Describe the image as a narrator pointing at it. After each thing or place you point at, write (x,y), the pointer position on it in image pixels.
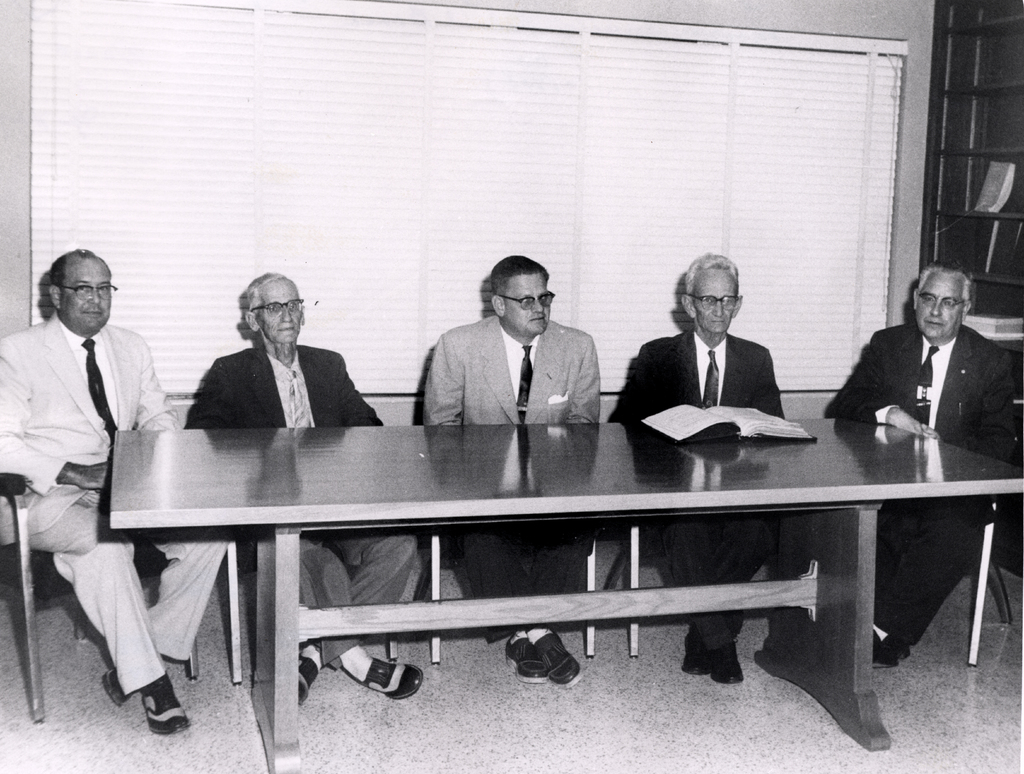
In this image there are group of persons (550,402) who are sitting on the chairs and in front of them there is a table (601,453) on which there is a book (786,438). At the background of the image (569,80) there is a white color curtain (629,107).
